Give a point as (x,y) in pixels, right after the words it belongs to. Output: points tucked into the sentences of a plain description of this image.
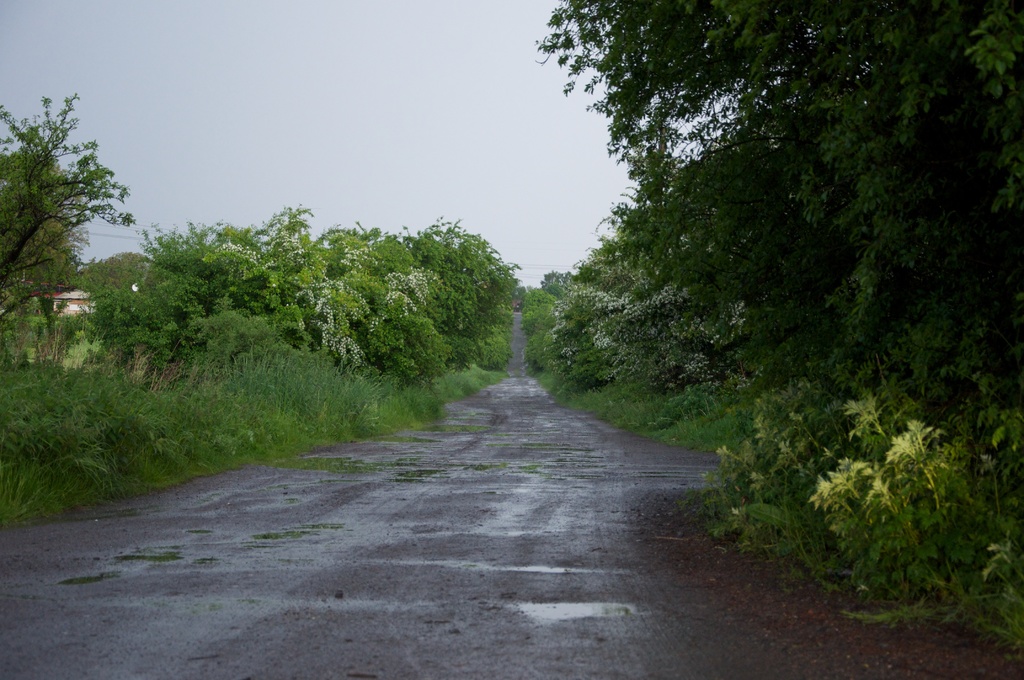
In this image we can see a road (468,473), there are some plants (217,389), trees (210,297) and a house (49,289), in the background (424,180) we can see the sky (396,161).
